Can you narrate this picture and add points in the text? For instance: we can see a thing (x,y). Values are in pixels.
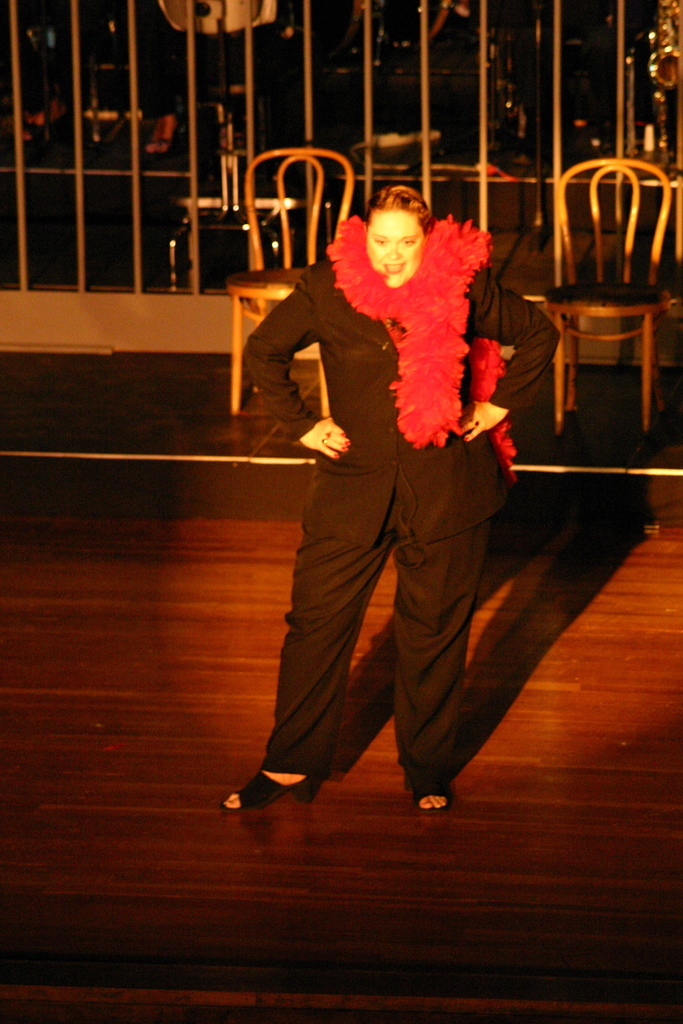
In this picture there is a woman (429,350) who is wearing black dress (437,560) and sandal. She is standing on the floor (505,732) and she is smiling. In the back (599,270) there are two wooden chairs (648,343) which are placed near to the metal railing (621,187).
